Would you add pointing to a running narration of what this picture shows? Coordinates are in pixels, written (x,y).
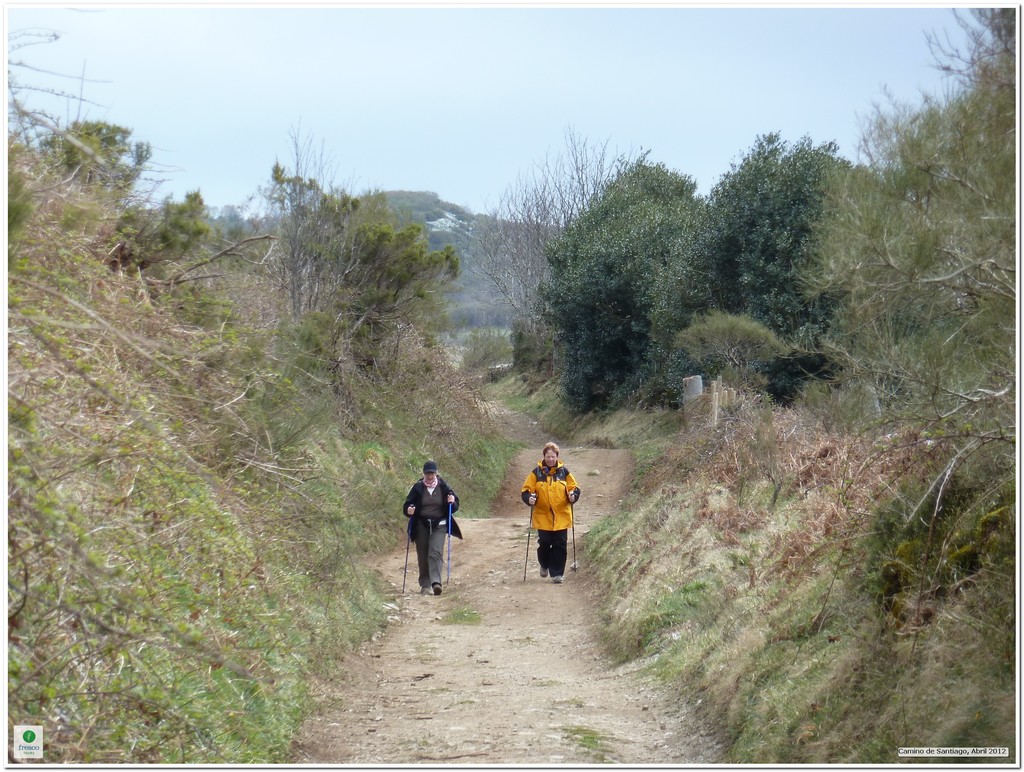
In this image, we can see some plants (360,271) and trees (701,226) on hills (723,456). There are two persons (568,508) in the middle of the image (576,490) wearing clothes (566,484) and holding sticks (411,526) with their hands (448,501). At the top of the image (447,97), we can see the sky (561,28). There is a path (504,579) at the bottom of the image (524,699).
